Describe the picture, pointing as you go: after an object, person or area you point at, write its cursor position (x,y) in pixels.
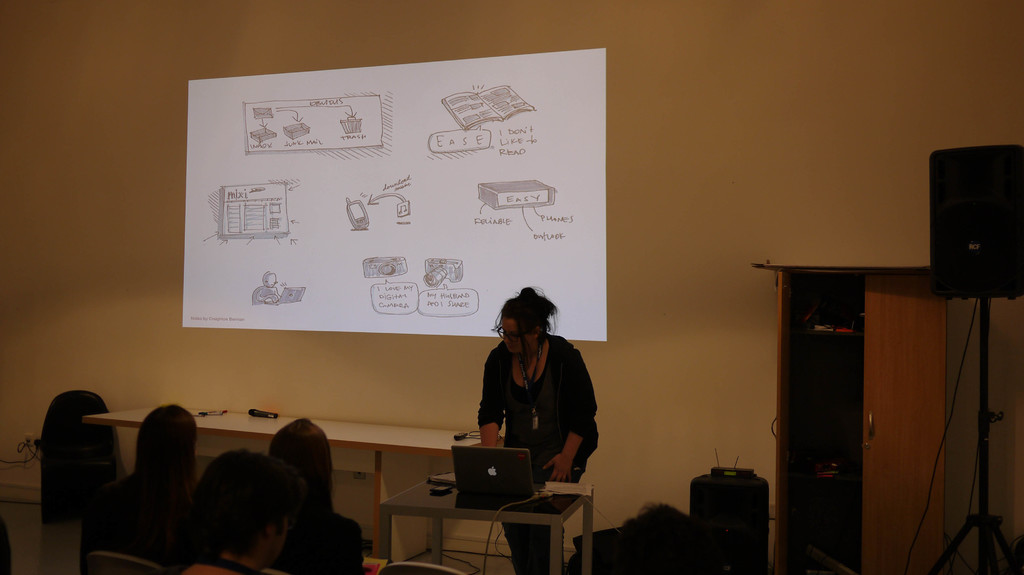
In the picture we can see a woman (509,306) standing and working in the laptop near the table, and some people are sitting on the chairs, in the background (457,295) we can see a wall (632,315) with a screen (552,274) with some information (440,293) on it.
